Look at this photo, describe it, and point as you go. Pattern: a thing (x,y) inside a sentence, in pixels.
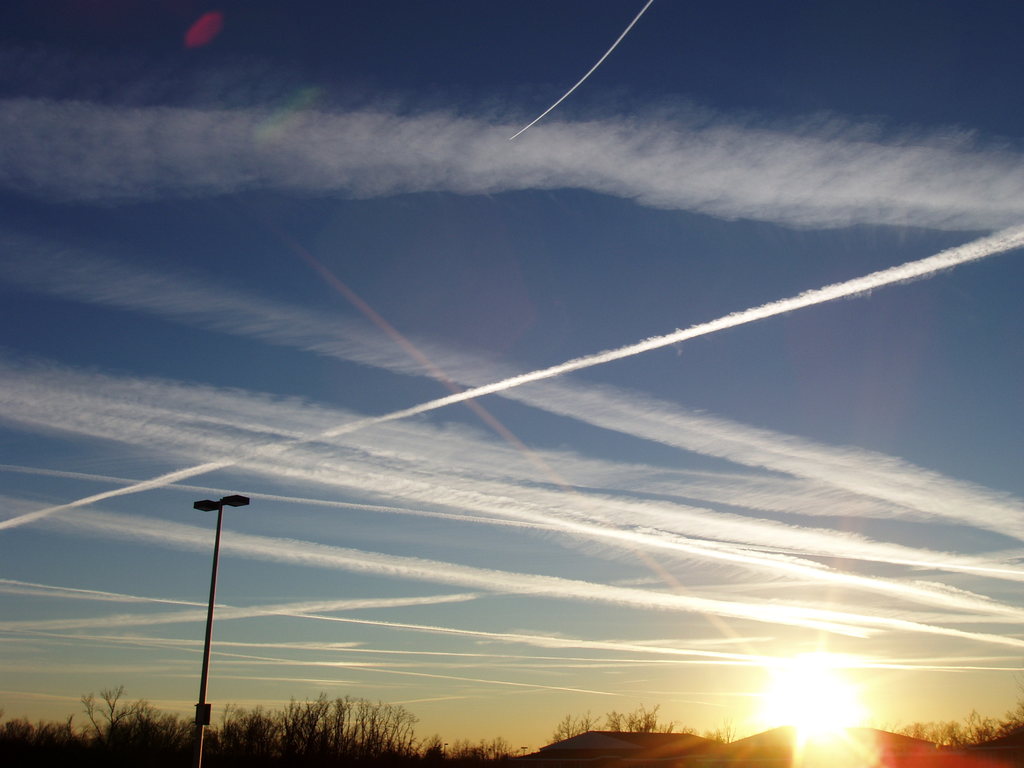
In this picture we can see a pole (231,499) and trees (388,737). In the background (568,695) there is sky (822,479).
